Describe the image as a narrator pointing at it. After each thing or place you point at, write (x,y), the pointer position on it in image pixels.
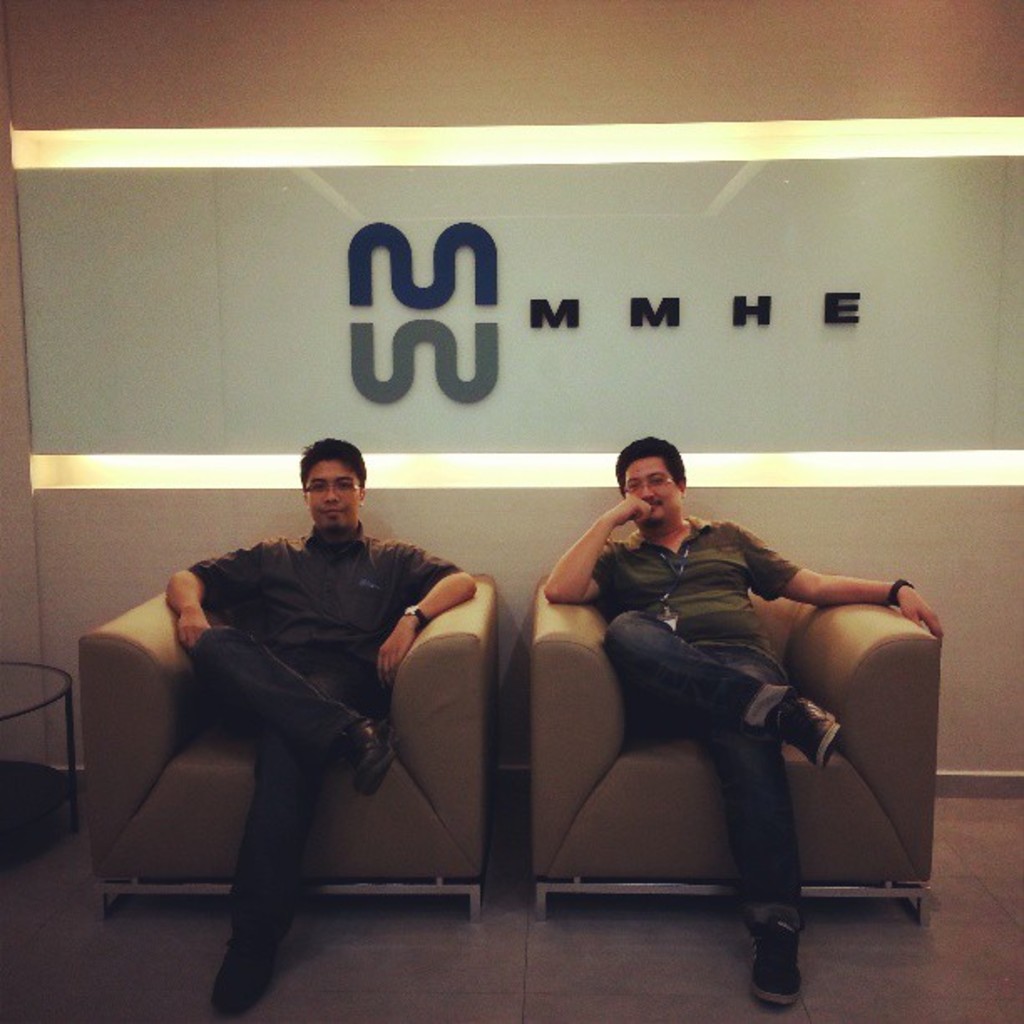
This picture is clicked inside. In the foreground (321,600) we can see the two persons (730,659) wearing t-shirts (702,589), spectacles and sitting on the sofas (571,743). In the background (436,65) we can see the wall (511,261) and the text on the wall (216,545) and a table (30,708) is placed on the ground (57,943).
